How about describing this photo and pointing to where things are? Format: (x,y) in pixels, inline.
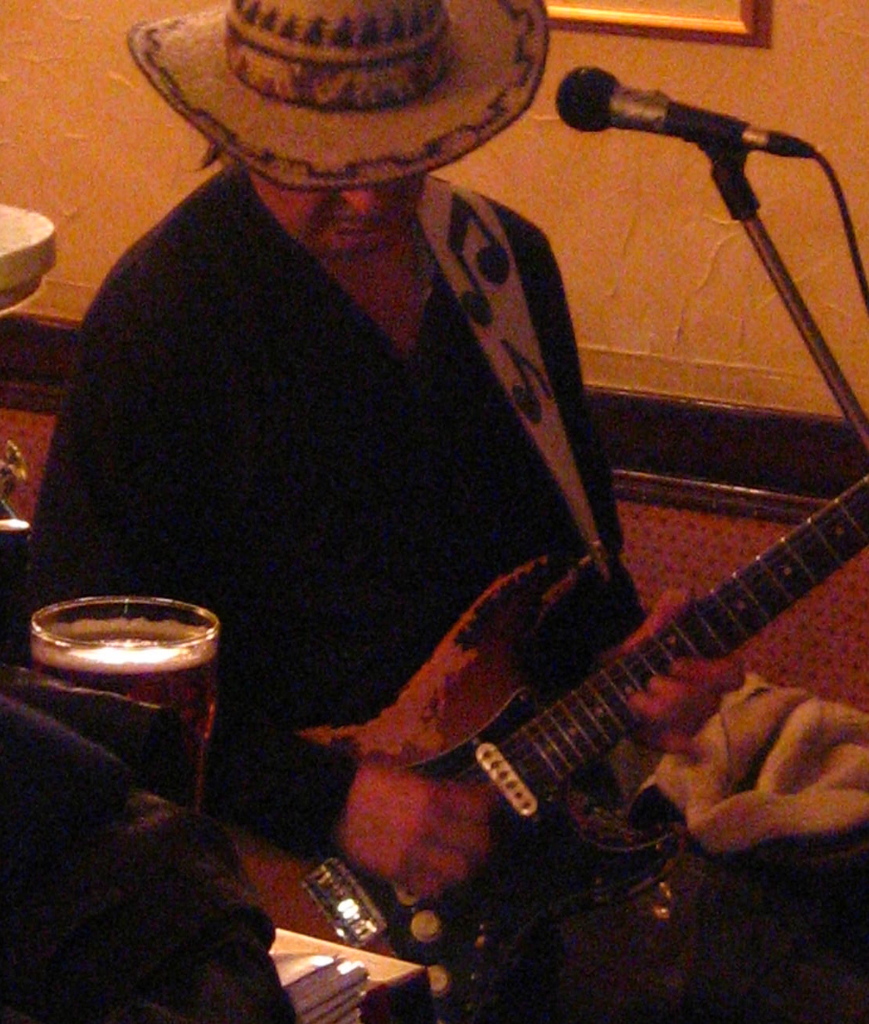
In this image I can see a person (391,608) is holding a guitar (530,616) and wearing a hat (138,48). Here I can see a mic (570,84) and a glass (130,659).
